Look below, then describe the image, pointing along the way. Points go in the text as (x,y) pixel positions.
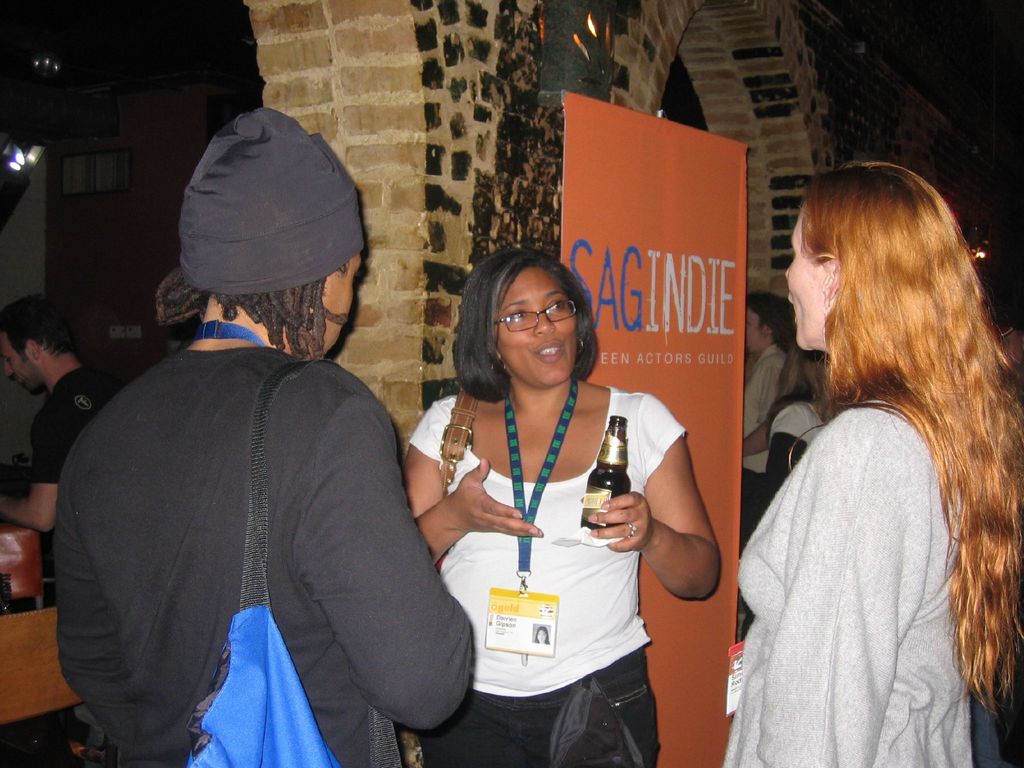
In the middle of the image (566,314) few people (827,689) are standing and she is holding a bottle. Behind her there is a banner (650,299) and wall (664,4). Behind the wall (488,27) few people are standing.
